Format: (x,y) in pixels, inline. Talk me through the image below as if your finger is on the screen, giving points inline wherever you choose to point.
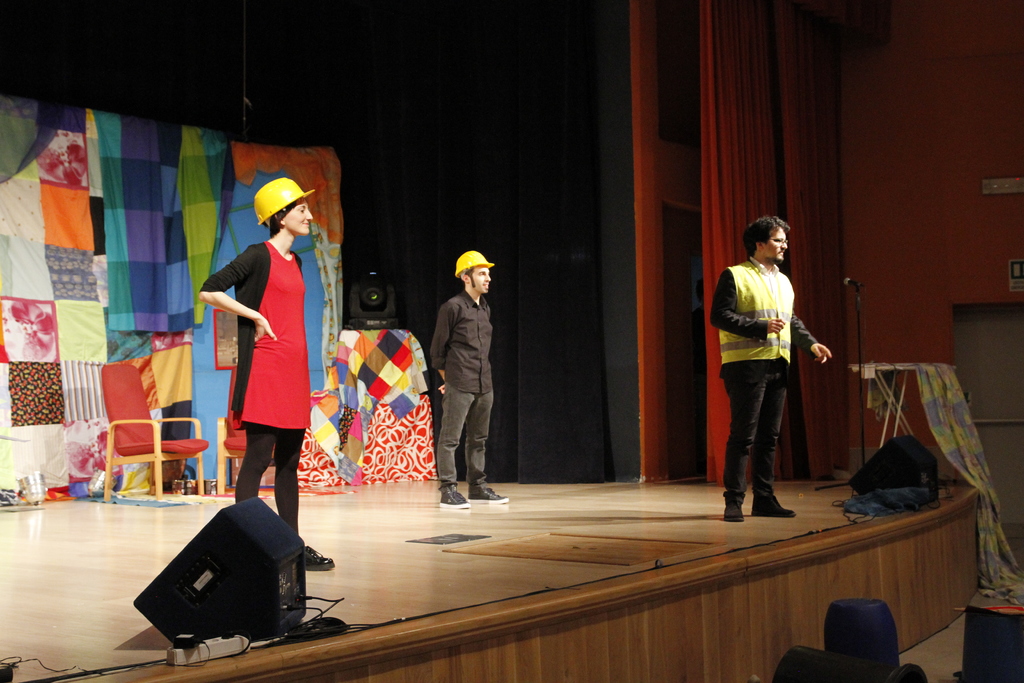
In this image I can see the people (467,390) standing on the stage (423,567). These people (295,289) are wearing the different color dresses (282,283). I can see two people (282,260) with the yellow color caps (259,211). In the background (143,443) I can see the chair (143,443) and the colorful curtain (97,309). I can also see the mic (864,432) to the right (862,420). I can also see the brown color wall (915,190) to the right (895,240).
